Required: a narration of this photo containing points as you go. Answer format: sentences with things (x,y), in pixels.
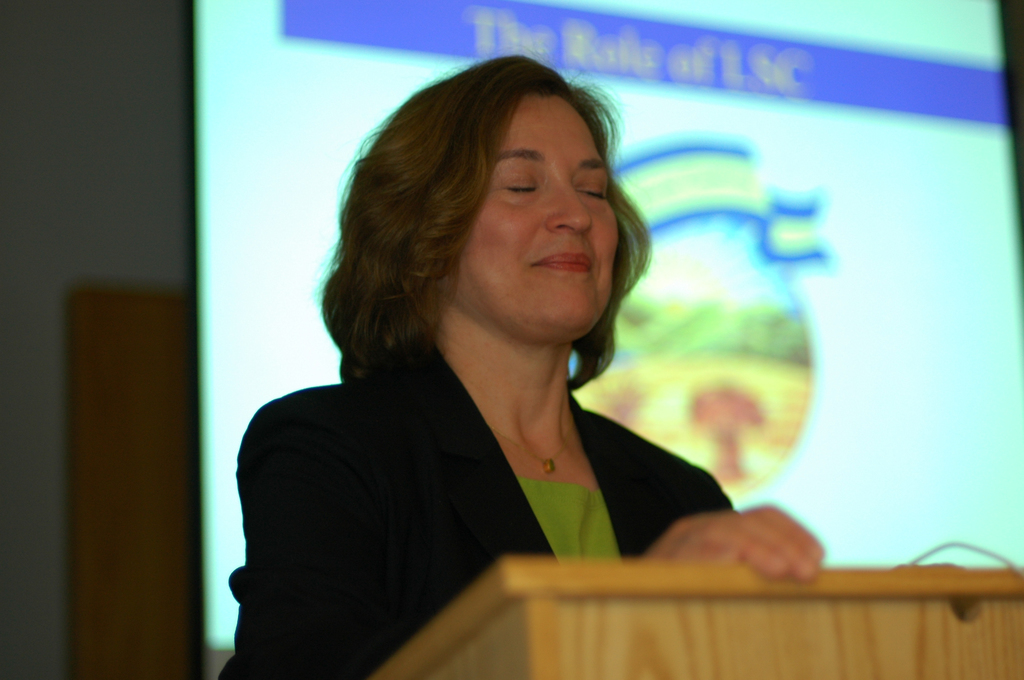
In the center of the image (450,251) there is a woman (372,370) standing at the desk (639,626). In the background (799,144) we can see screen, wall (47,221) and door (121,434).
